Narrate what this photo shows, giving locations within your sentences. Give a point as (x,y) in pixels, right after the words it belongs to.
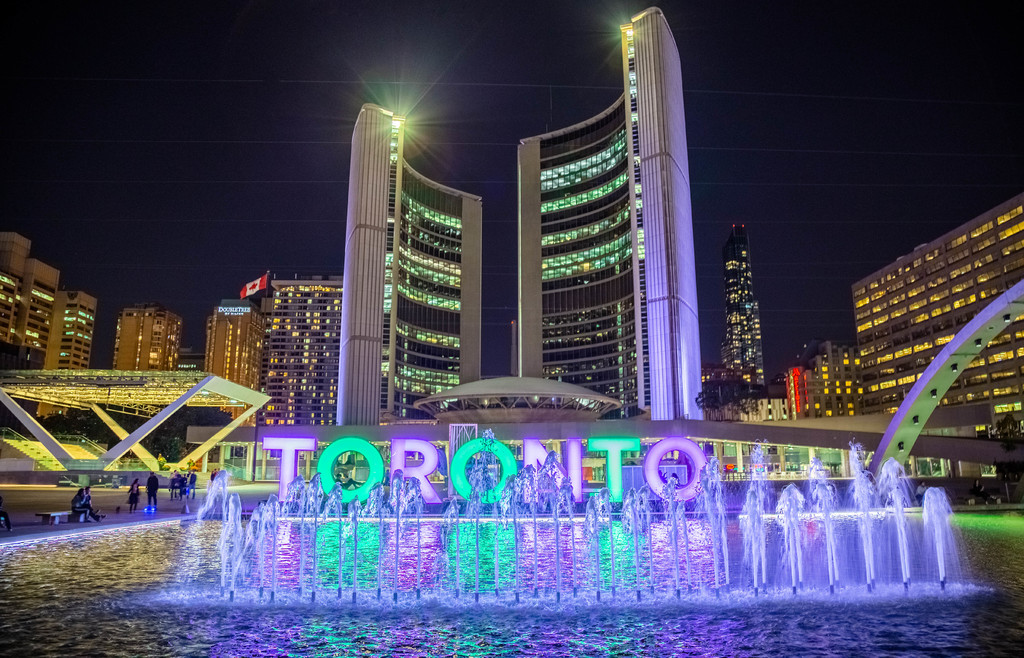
In this picture we can see a fountain (95,592) and on the left side of the fountain (103,605) there are groups of people (187,477) walking and some people (76,509) are sitting on a bench (65,516). Behind the fountain (317,583) there are trees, buildings (833,356) and a sky (227,186).
